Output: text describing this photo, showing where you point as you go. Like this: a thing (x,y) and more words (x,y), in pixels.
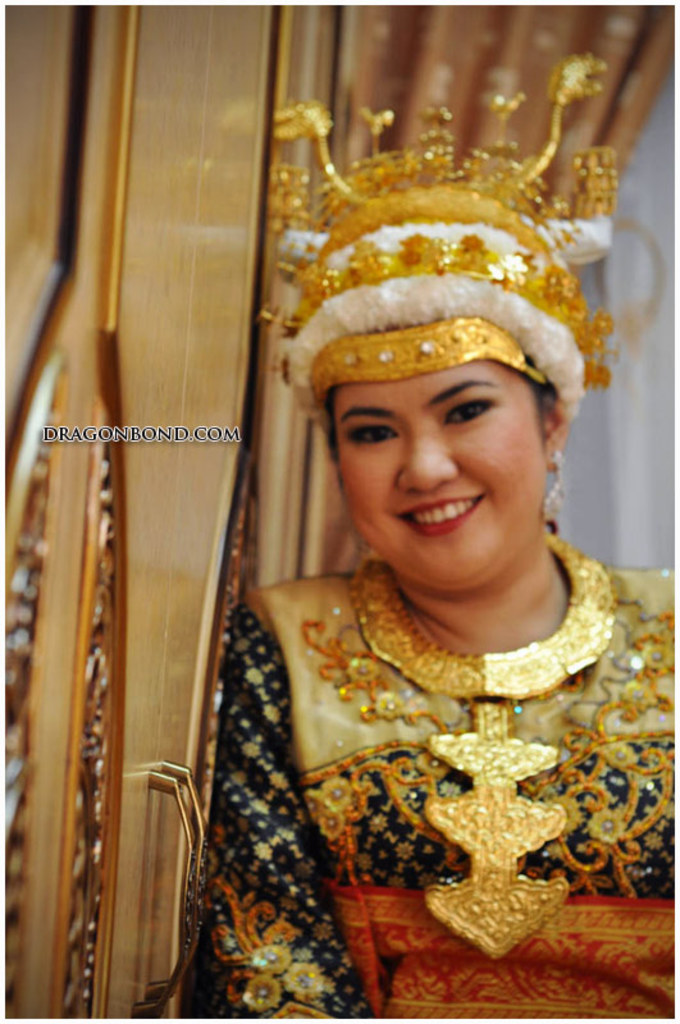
A person (438,962) is standing wearing a crown (492,272) and a necklace (526,691). At the left (123,905) there is a door (125,761).
